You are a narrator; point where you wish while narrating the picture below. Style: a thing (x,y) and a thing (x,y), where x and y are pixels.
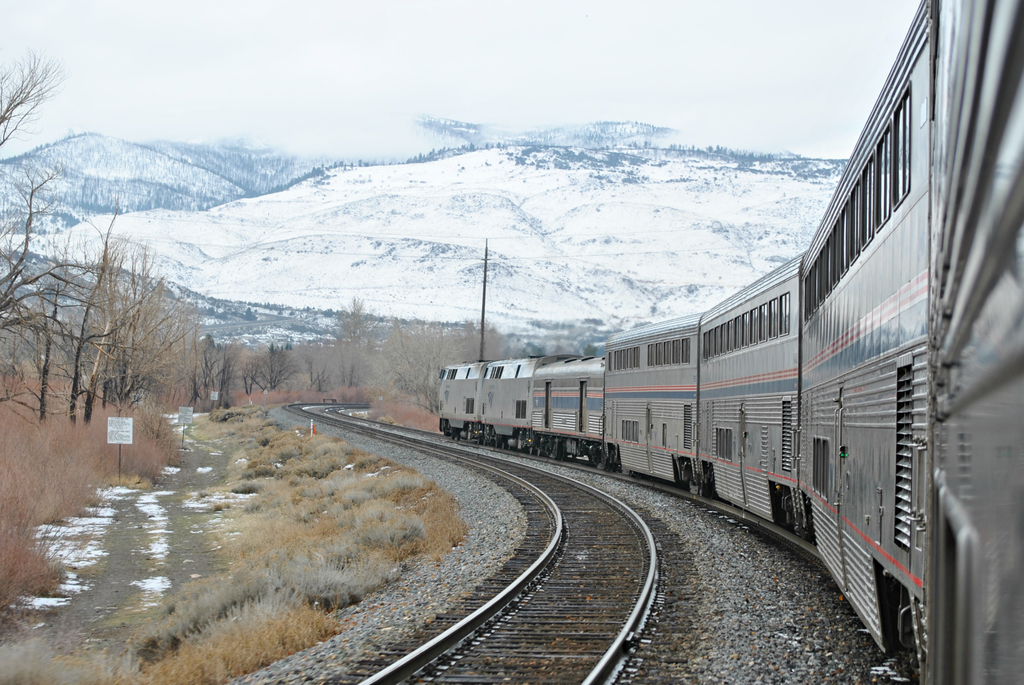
In this image we can see a locomotive (829,529) on the track (527,455), an empty track (610,564), stones (682,593), shrubs (339,470), information boards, trees (359,361), mountains (373,230) and sky (438,113).
